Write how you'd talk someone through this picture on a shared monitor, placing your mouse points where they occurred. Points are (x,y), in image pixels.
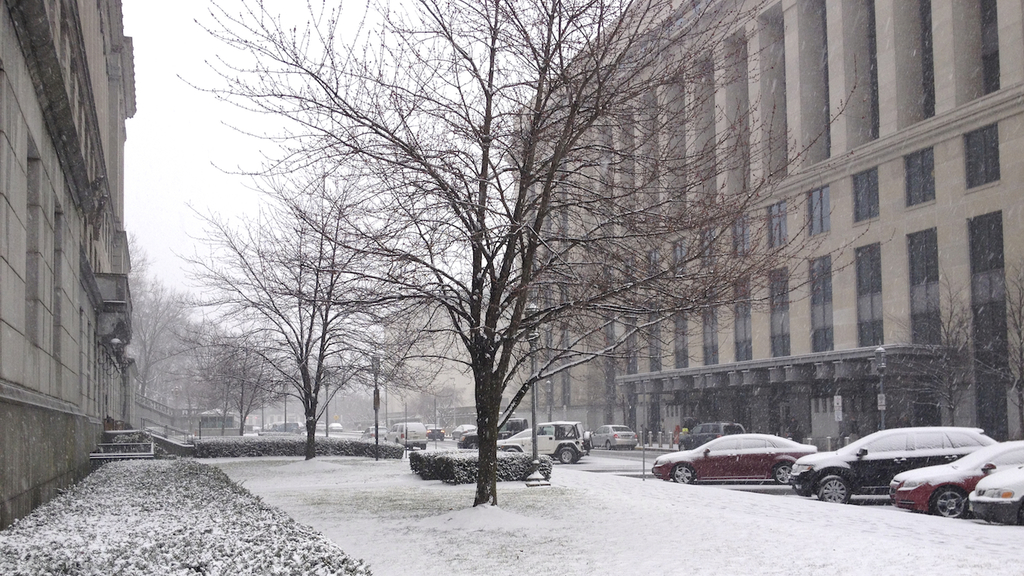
This is an outside view and in this image I can see the snowfall (781,560). On the right side (822,480) there are some cars (696,468) on the road (591,463). In the middle of the image (422,310) there are trees (254,301) and plants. On the right (865,146) and left side of the image (77,334) I can see the buildings (89,197). At the top of the image (157,84) I can see sky (164,138).
